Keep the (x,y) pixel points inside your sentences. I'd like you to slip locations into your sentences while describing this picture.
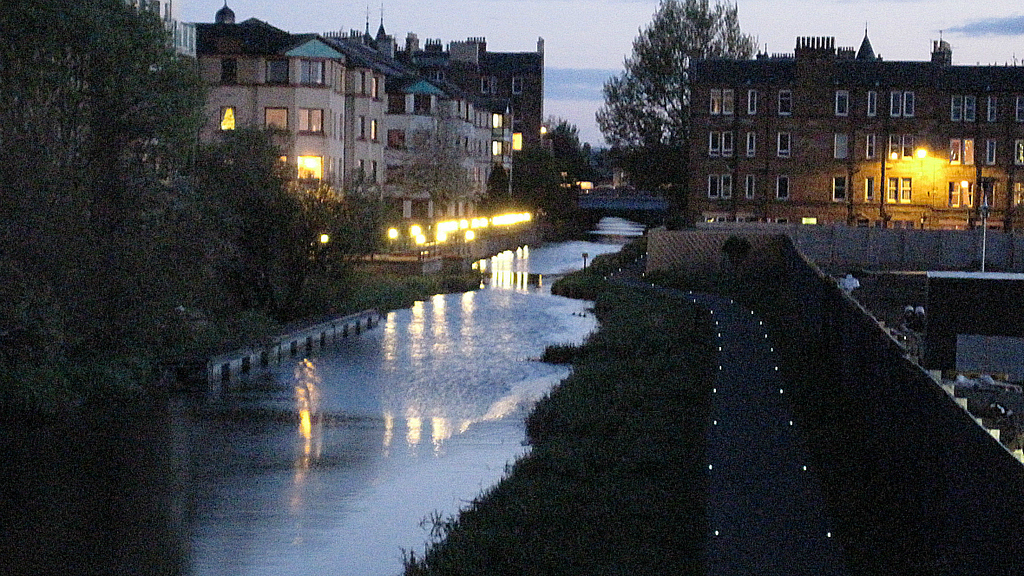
In this image, on the right side (929,287), we can see a building (897,121), windows (907,111), wall (789,274), plants (731,245). On the left side (159,174), we can see some trees (216,191), plants (398,296), building (318,159), windows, lights (392,233). In the middle of the image (494,351), we can see water (583,251) in a canal (583,251). In the background (609,193), we can see a bridge (603,203), trees (633,172). At the top (587,62), we can see a sky (593,51) which is cloudy, at the bottom (656,413), we can see a grass (684,482).
